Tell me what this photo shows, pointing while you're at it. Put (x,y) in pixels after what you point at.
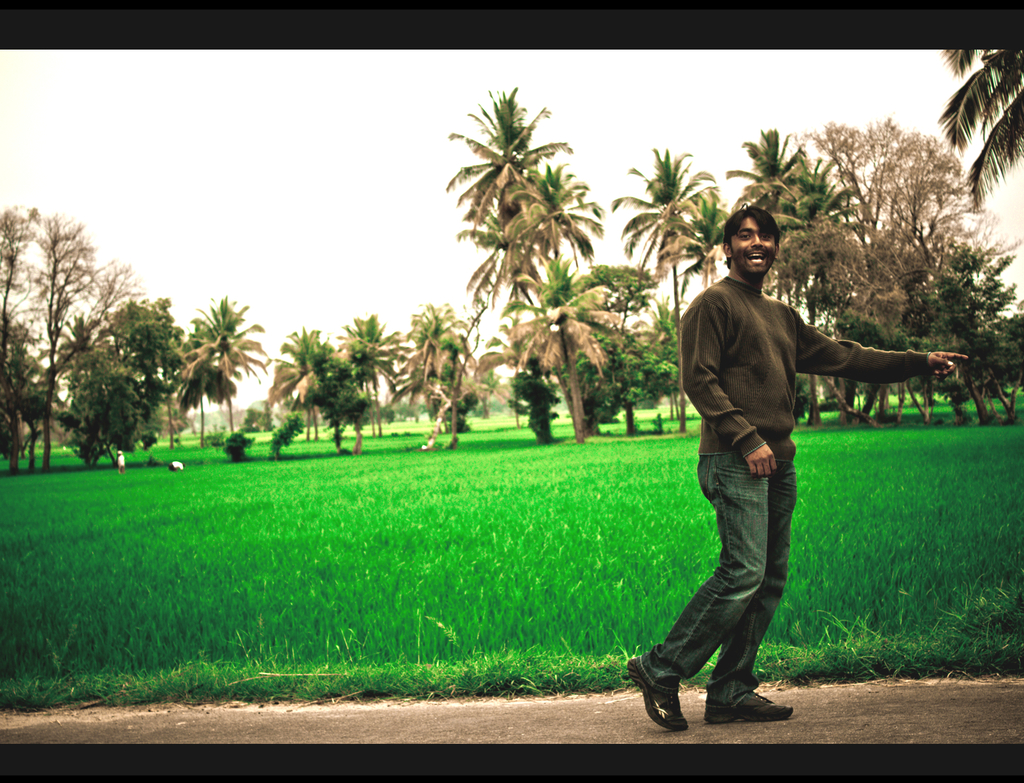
In this image there is a man (738,678) walking on the path (797,705). In the background (442,553) there is grass (421,505) and also many trees (419,324). Sky (455,286) is also visible. Image has two black borders (420,26).
